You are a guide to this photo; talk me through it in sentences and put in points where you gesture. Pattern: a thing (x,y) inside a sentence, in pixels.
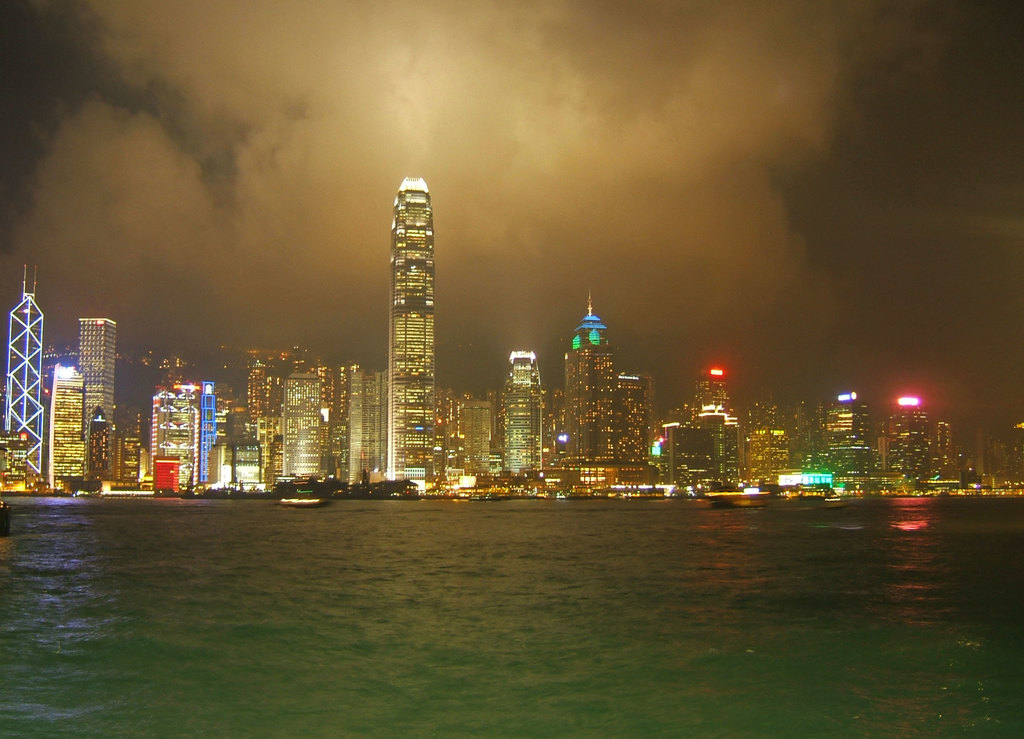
In this image in the center (591,450) there some buildings (607,450), skyscrapers (304,444), lights (173,444) and trees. At the bottom (262,628) there is a river (631,605), and at the top (582,199) there is sky (495,202).
